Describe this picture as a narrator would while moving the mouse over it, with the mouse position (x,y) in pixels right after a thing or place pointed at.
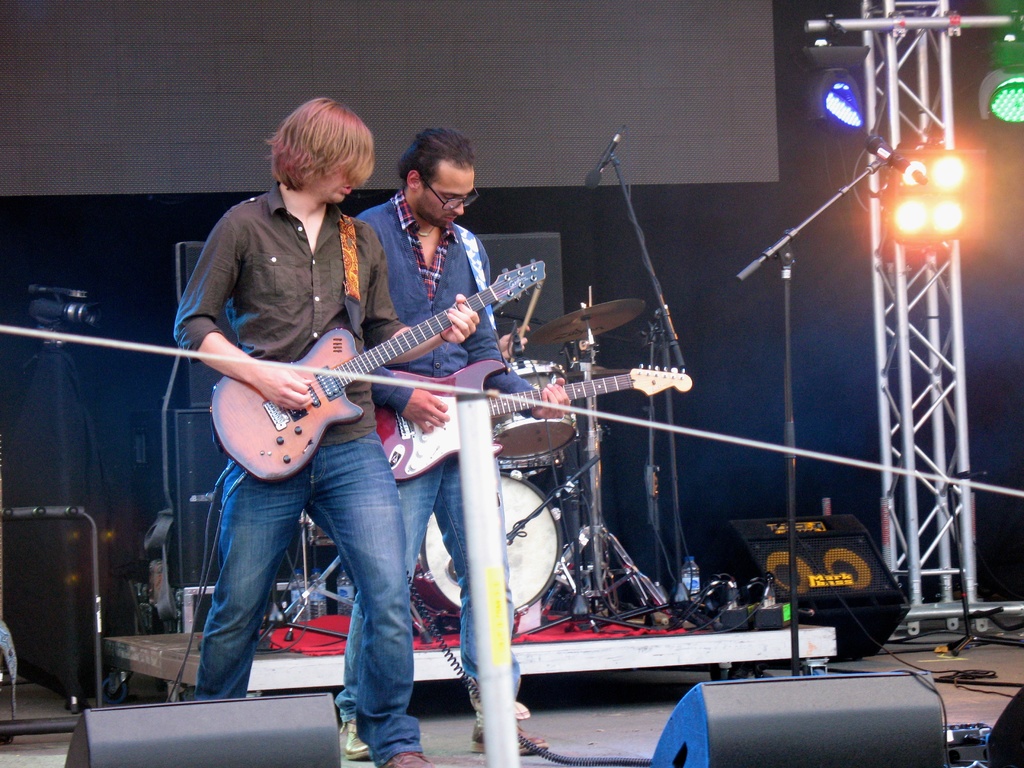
A man (241,332) is playing guitar (338,408). Man (414,260) behind him wearing specs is playing guitar (442,431). There are speakers (258,735) in the front (724,712). There is a drums (529,533). In the back (812,570) there is another speaker (816,540). There are mics (614,147) and mic stands (847,187). In the background (891,84) there is a stand (873,204). On the stand (946,131) there are lights (944,171). There is a video camera (70,301) with stands (63,397). In the background (100,379) there is a wall (241,166).
